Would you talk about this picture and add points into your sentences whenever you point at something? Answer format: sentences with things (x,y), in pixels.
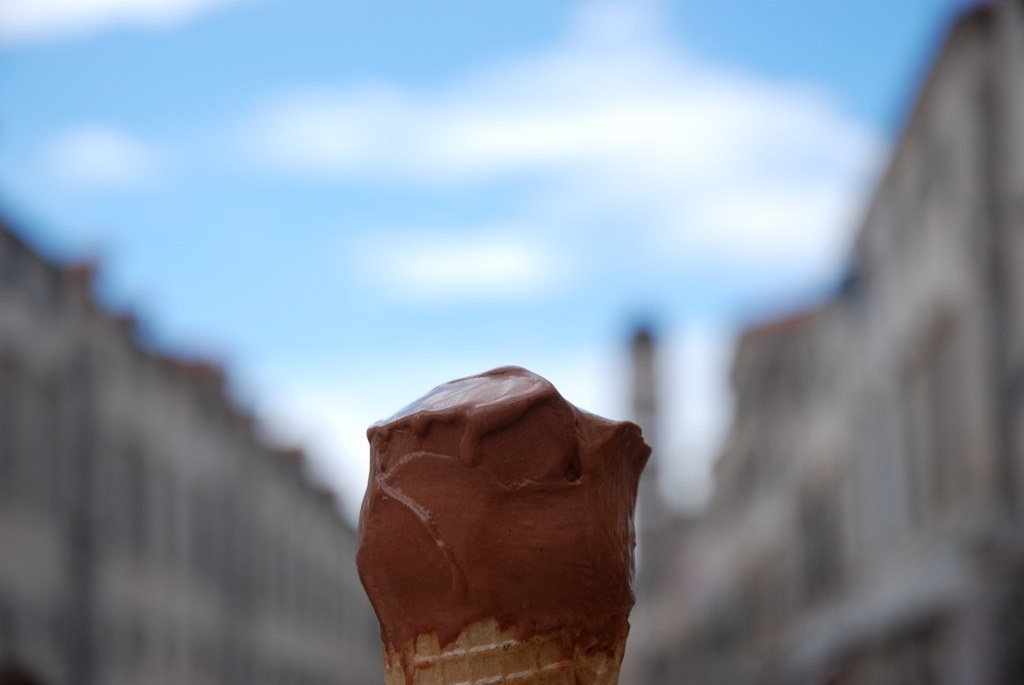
At the bottom of this image (601,512), there is a brown colored ice cream (589,434) on an object (528,675). In the background (937,440), there are buildings (46,319) and there are clouds (307,114) in the sky (567,114).
